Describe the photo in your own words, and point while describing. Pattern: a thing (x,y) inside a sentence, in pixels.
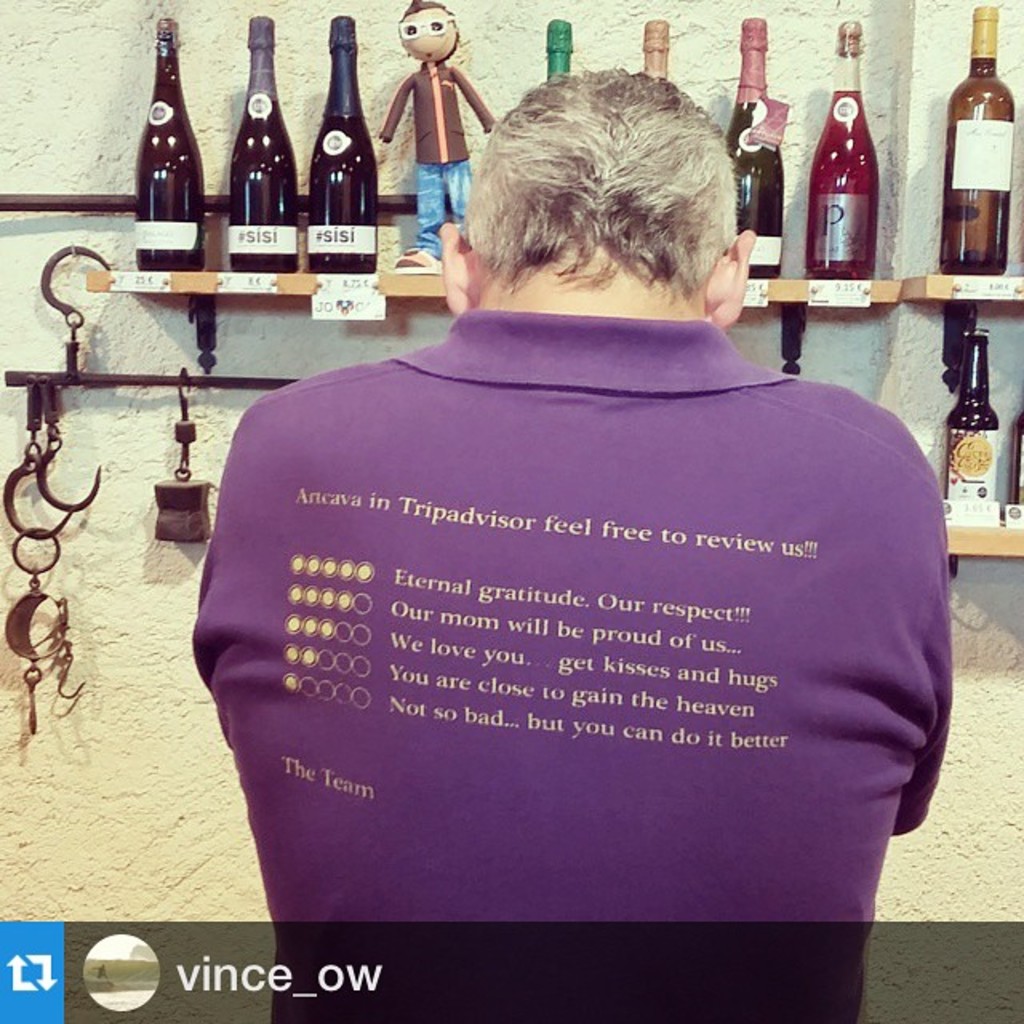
Here we can see a man (594,416) is standing, and in front here is the wall (175,365), and wine bottles (363,128) attached to it.
